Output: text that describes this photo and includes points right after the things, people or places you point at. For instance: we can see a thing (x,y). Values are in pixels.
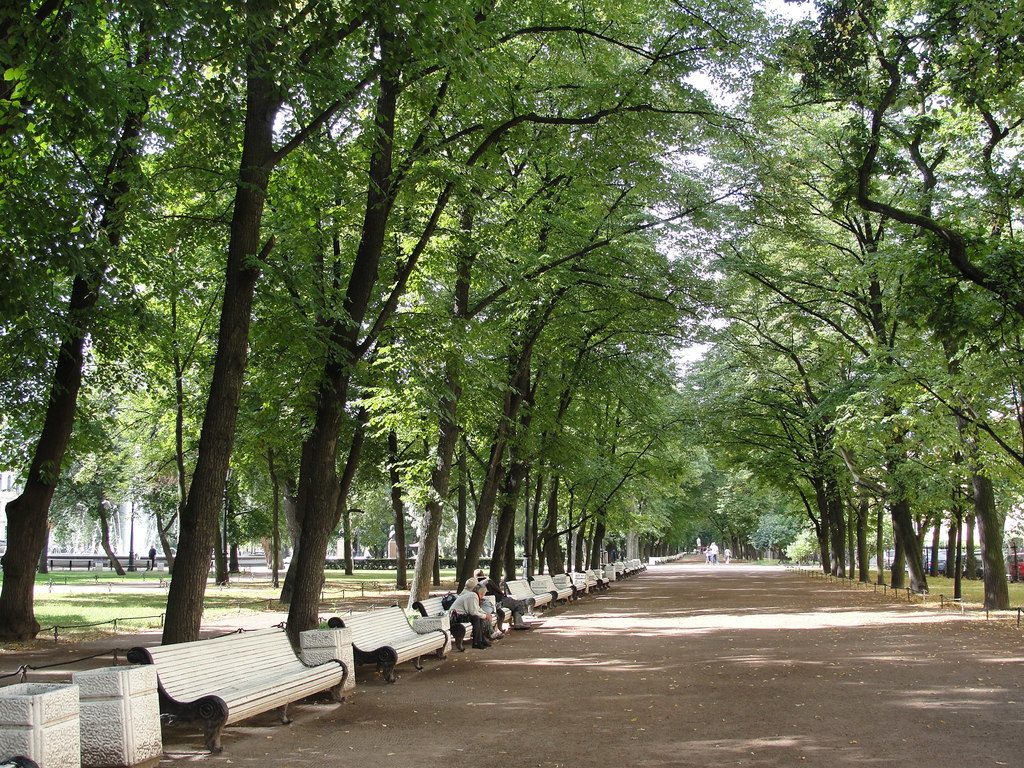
In this image I can see few benches (364,644). They are in white and black color. Two people (473,594) are sitting on bench (421,607). I can see trees (710,233) on both sides. The sky (723,104) is in white color.
